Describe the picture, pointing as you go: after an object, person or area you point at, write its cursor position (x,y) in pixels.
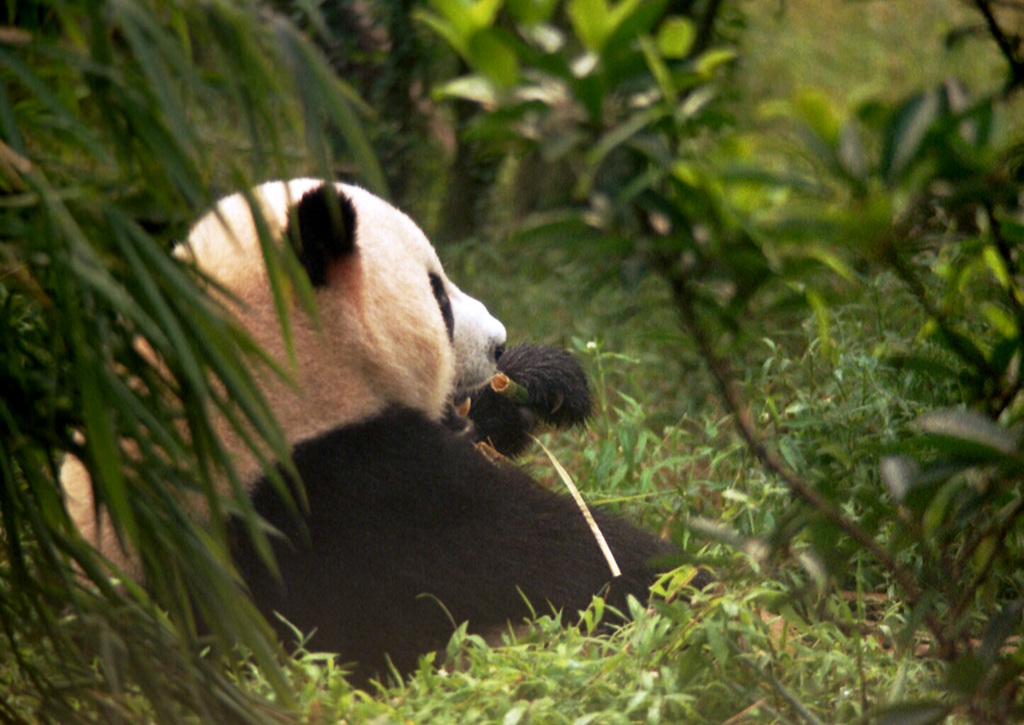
In this picture we can see a panda (396,485) and few plants (719,558).
